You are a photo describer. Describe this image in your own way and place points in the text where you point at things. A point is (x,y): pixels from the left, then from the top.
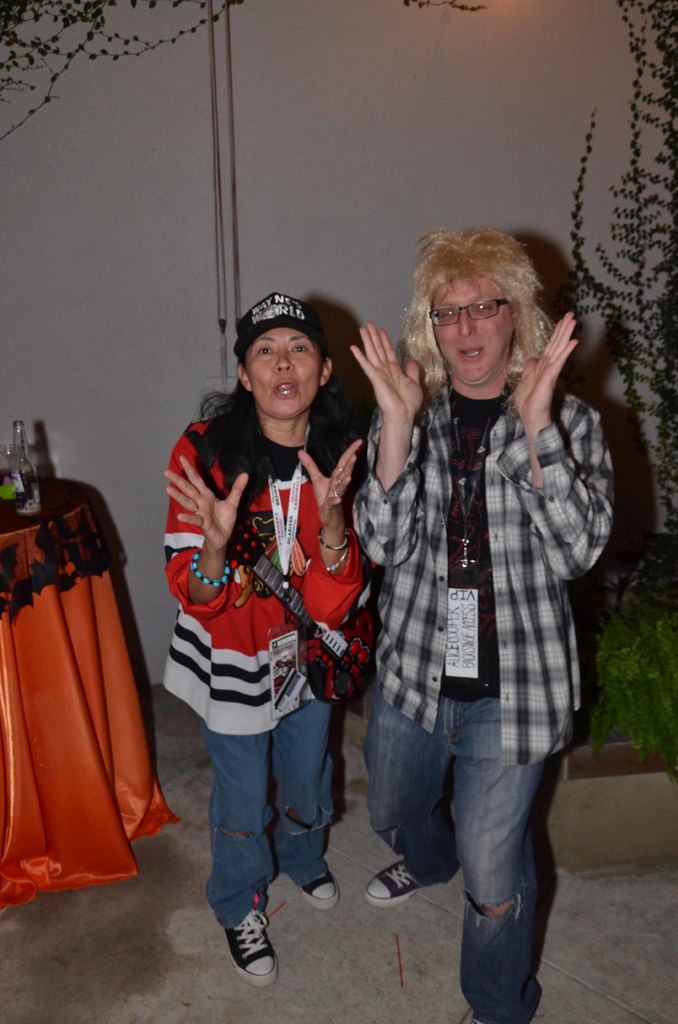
In this image I can see two people (373,747) with different color dresses (274,604). I can see one person (252,434) is wearing the cap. To the left (23,496) there is a bottle (30,490) on the black and orange color cloth (43,562). To the right (603,667) there is a plant (672,597). In the background (33,192) I can see the wall (280,184).
